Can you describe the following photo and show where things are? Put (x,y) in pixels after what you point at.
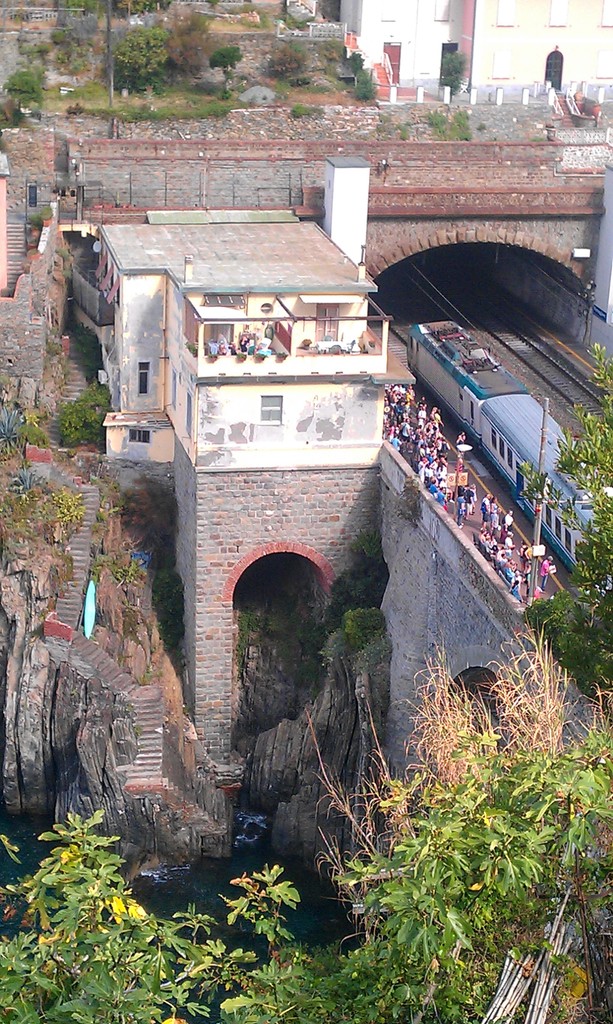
In this picture we can see a train (452,373) on the tracks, beside to the train (486,419) we can find many people (434,419) and trees (540,849), and also we can see water (208,908) and few buildings (314,297).
